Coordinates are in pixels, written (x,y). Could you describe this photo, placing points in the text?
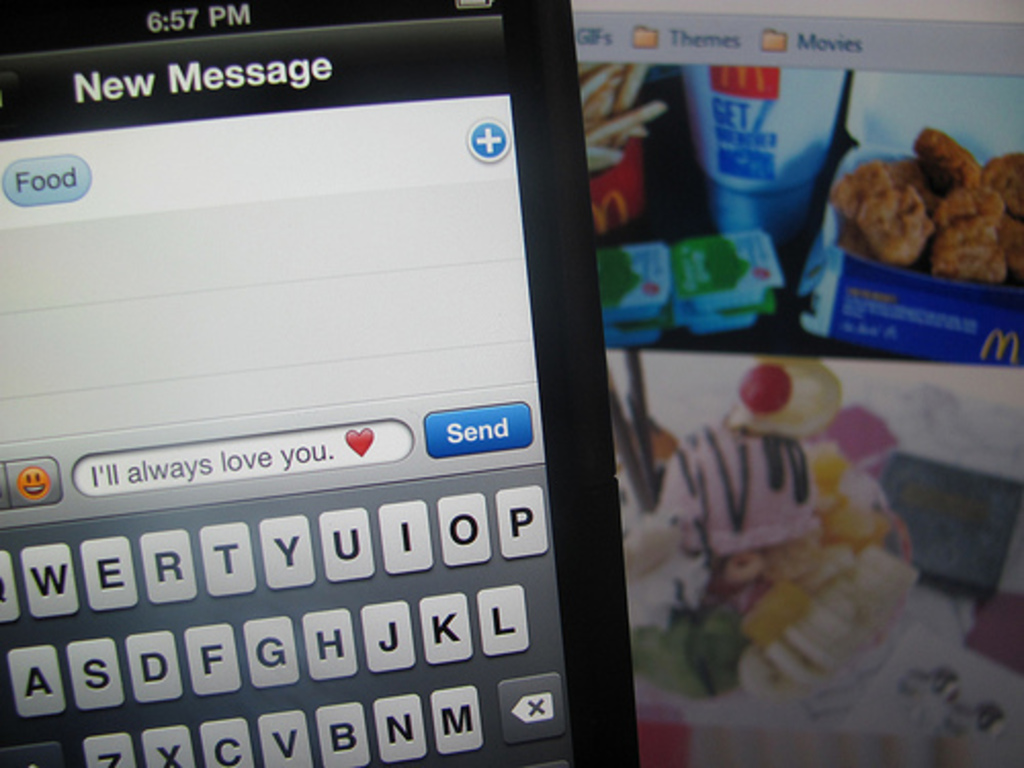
On the left side of the image (285,376) we can see a screen (280,713). On the screen (343,673), we can see some text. In the background (791,177), we can see one more screen (789,239). On that screen (765,379), we can see some food items (776,565) and some text (807,35).
